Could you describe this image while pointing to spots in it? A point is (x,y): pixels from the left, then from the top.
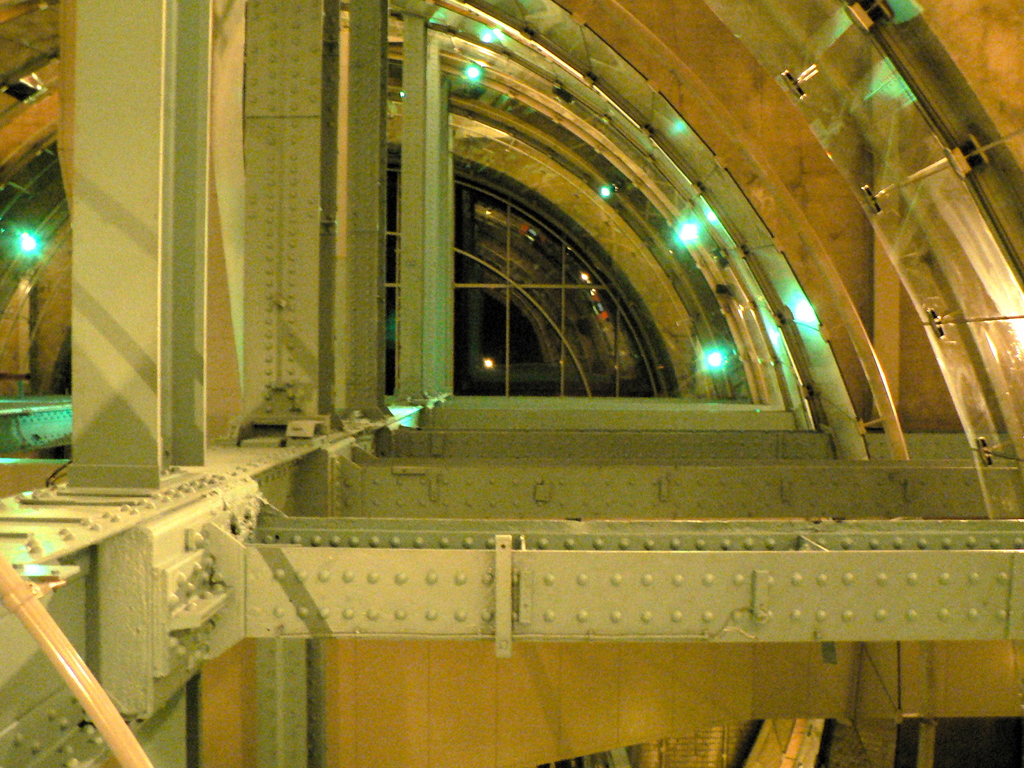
This is clicked inside a metal chamber (529,100) with metal frame (333,447) in the middle (360,264) and a window (539,280) in the back (539,293).
